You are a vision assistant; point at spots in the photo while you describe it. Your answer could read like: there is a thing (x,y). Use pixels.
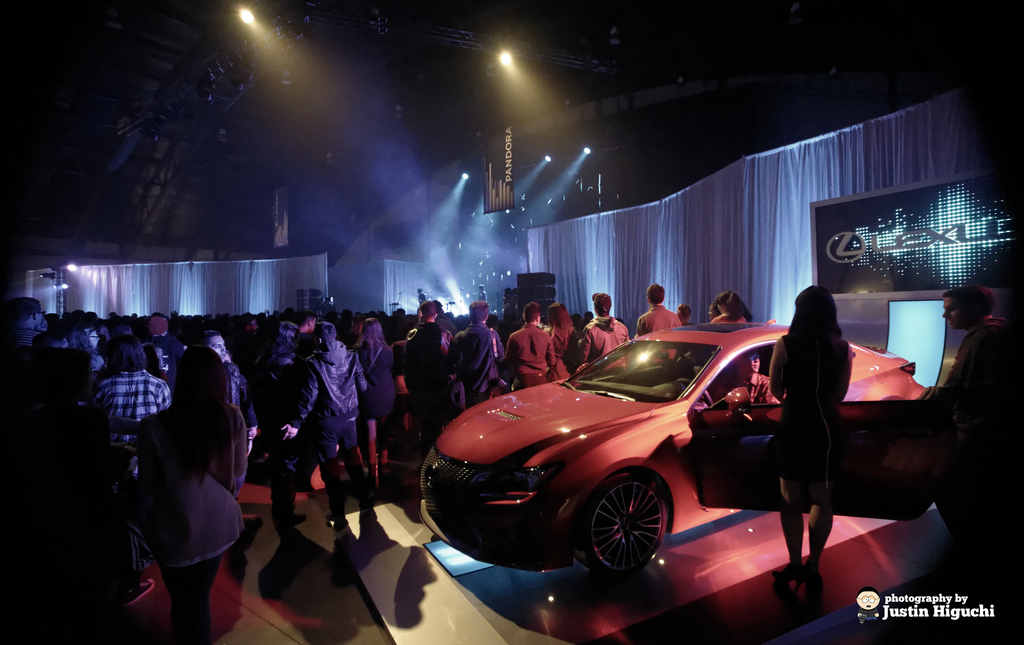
In this picture we can see beams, lights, banners (279,222), people (813,396), white curtains (802,176), screen (993,178), floor (789,618) and few objects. On the right side of the picture (756,384) we can see a person (757,366) is inside a car (771,343). We can see a man (959,376) and woman (816,363). They both are standing. In the bottom right corner of the picture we can see watermark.
